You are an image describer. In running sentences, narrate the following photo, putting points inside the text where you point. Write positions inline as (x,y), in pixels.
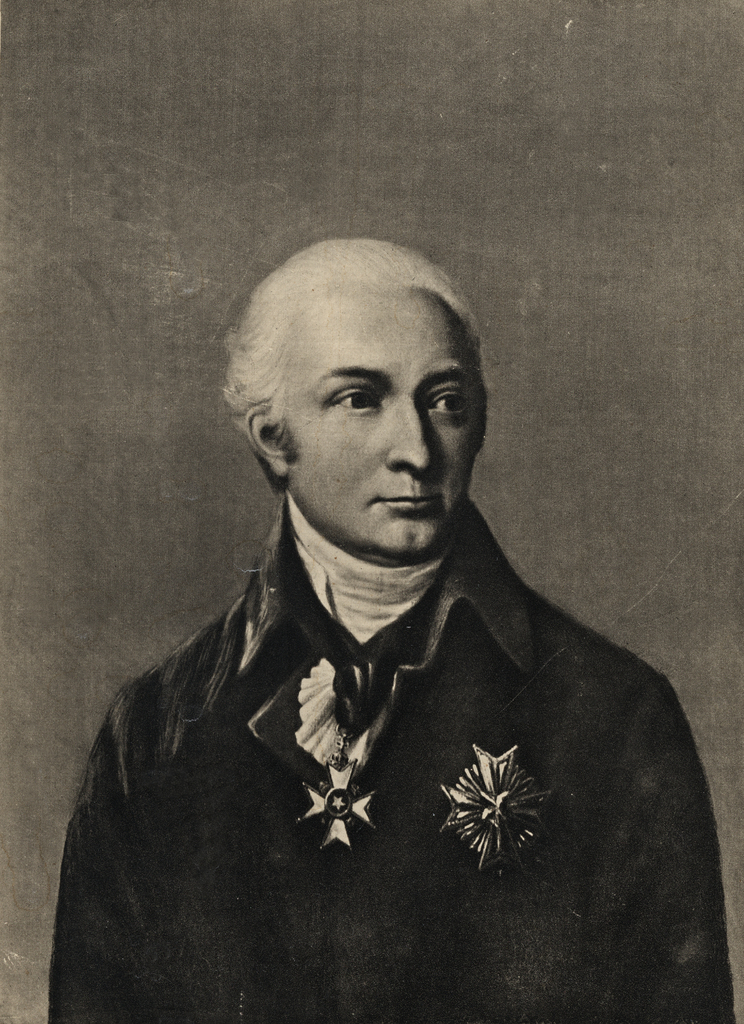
This is a black and white image, in this image there is a person (378,729).
